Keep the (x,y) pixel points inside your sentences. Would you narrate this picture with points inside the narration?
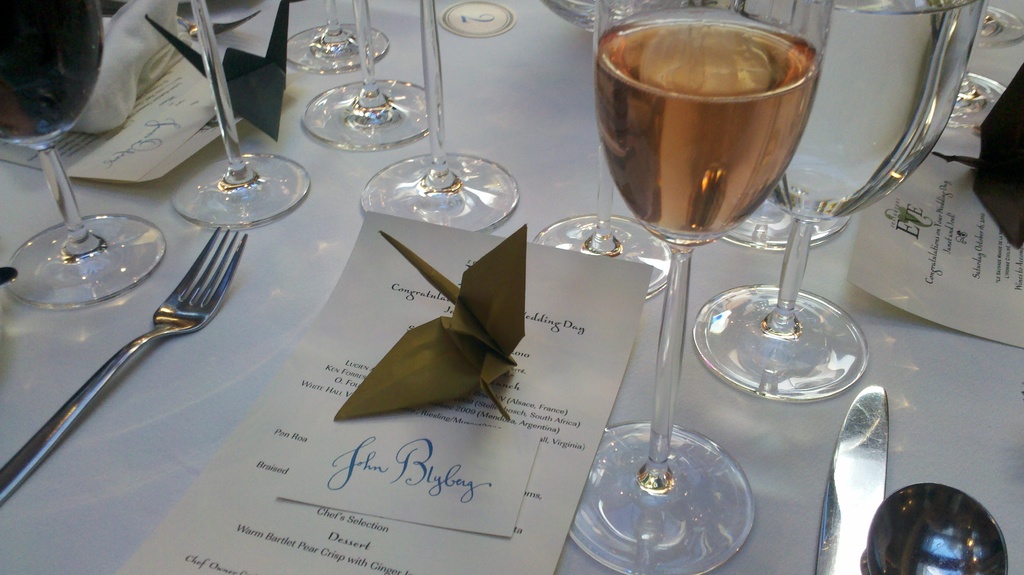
In this image we can see couple of objects (366,108) I can see Champagne glasses (445,184), papers (446,255) and paper birds (278,86) and left side of the image (119,350) I can see fork (135,345) spoon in the right bottom corner (851,452) I can see a Knife (861,456).
